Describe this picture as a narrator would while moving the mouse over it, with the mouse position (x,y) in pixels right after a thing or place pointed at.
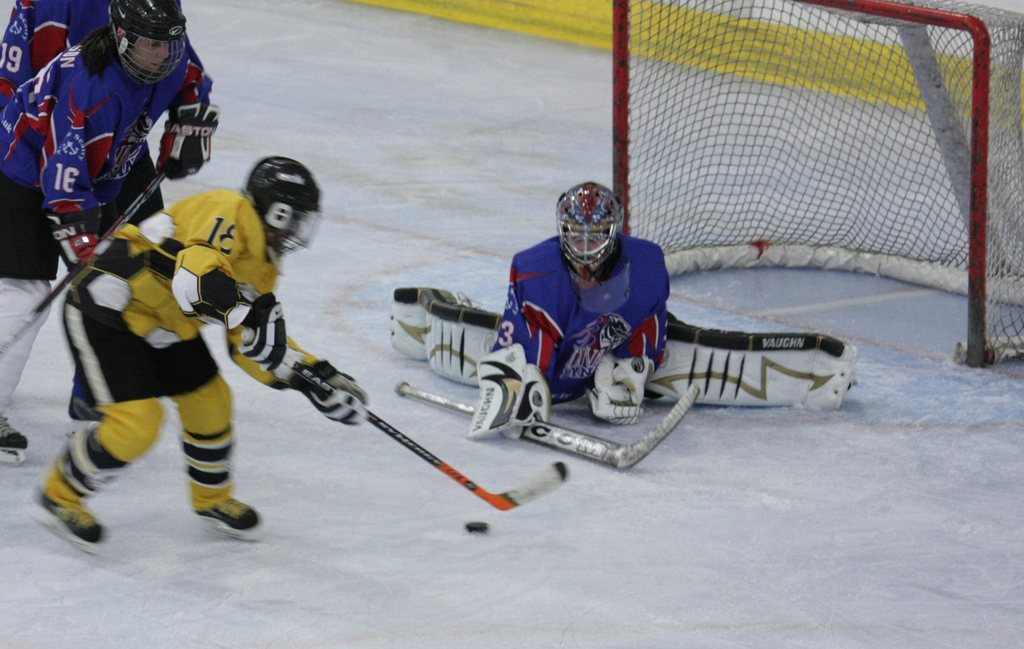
In this picture I can see four persons (91,71) playing ice hockey game on the ice (759,526), by holding the hockey sticks (302,376), there is a hockey net (706,166).
